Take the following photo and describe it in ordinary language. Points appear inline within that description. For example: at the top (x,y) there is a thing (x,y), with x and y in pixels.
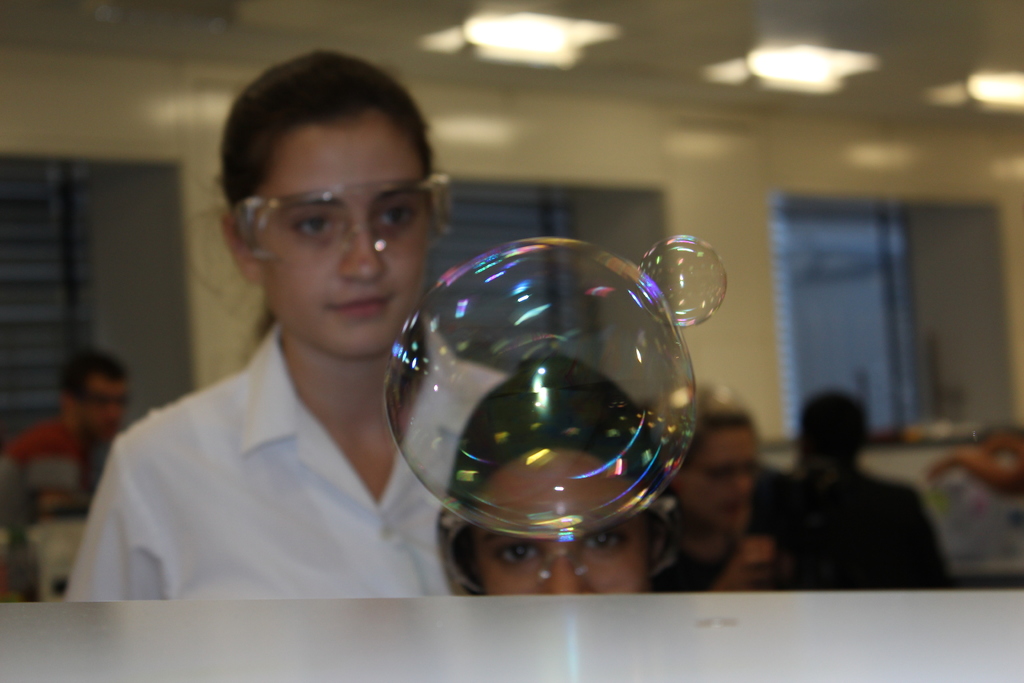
In this picture there is a woman (347,246) who is wearing goggle (313,239) and shirt (353,547). Beside her there is another person (613,589) who is wearing cap (574,430) and goggle (585,557). In front of them i can see the bubbles (634,400) and table (229,633). In the background (885,508) i can see some peoples (859,511) were sitting on the chair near to the table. In the background (79,282) i can see the windows (779,271) and window blind (80,303). At the top (439,41) i can see the lights (718,67) which are hanging from the roof (734,55).
